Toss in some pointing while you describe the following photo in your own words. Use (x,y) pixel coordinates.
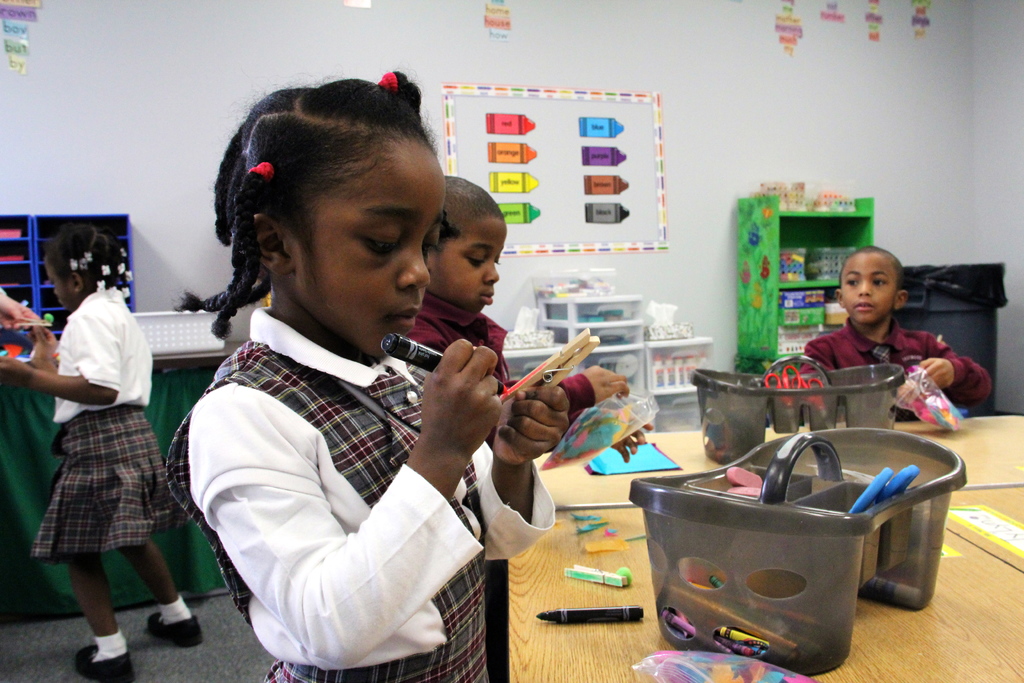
In this image there are few children (357,405) standing and they are holding few objects (604,440) in their hands (467,393), in front of them there is a table (642,592) with some stuff (758,518) on it, behind them there is a girl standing and holding some objects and we can see the hands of another person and there are few objects (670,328) are arranged in a rack (747,309) and there are few cupboards (551,322). In the background (214,78) there is a wall (496,62) with some stickers (606,128) and papers (595,157) attached to it.
